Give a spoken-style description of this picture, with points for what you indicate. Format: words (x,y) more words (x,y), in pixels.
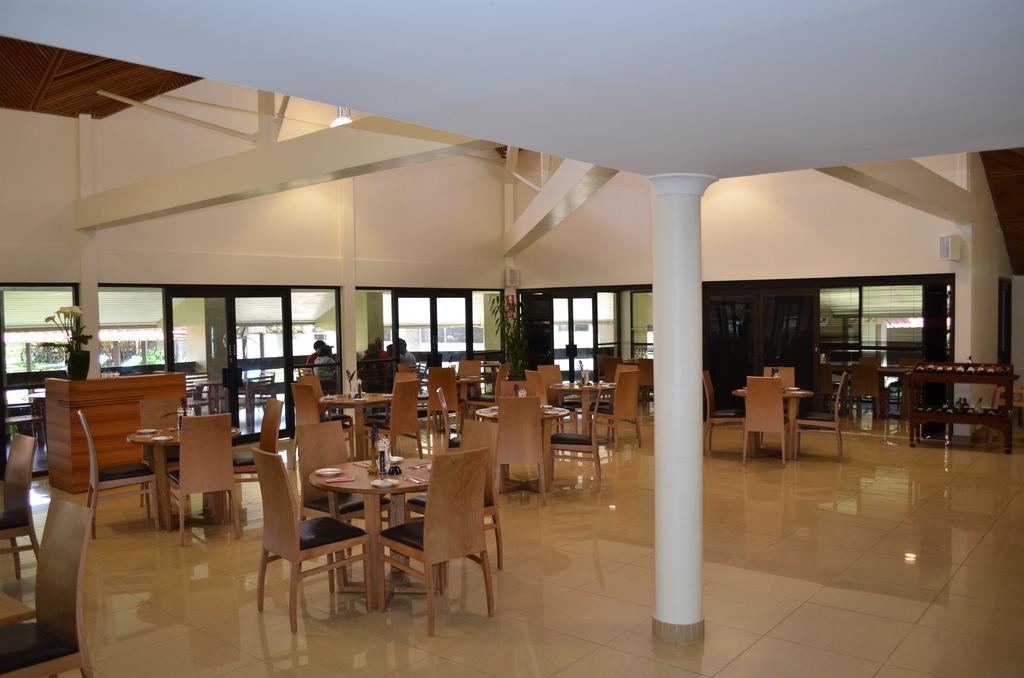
This is a picture taken inside a building (201,141). At the bottom of the picture (276,454) there are tables (578,389), chairs (22,455), desk (148,382), flowers (73,332), plants (513,346). In the background (448,327) there are doors (268,340), windows (380,331) and people (328,367). At the top (219,183) there are iron frames (399,156) and lights (334,123).
